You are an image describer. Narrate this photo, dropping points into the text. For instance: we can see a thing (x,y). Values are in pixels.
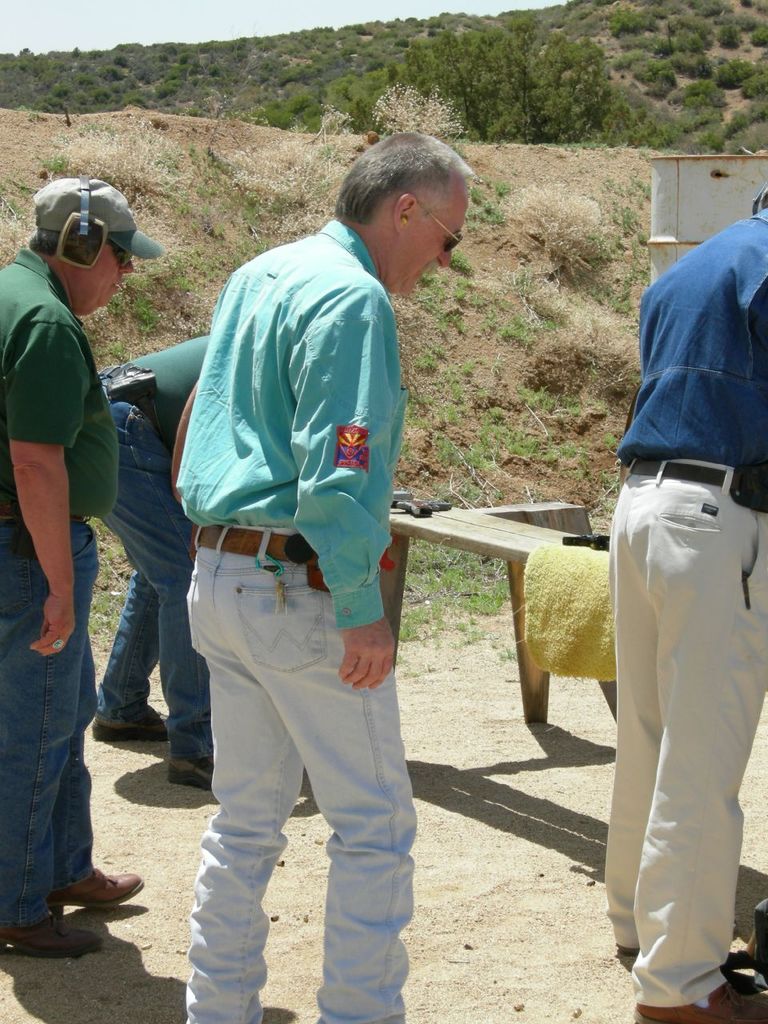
In this image, I can see four persons (276,631) standing. In front of the people (242,501), there is a wooden table (422,532) with objects (599,551) on it. In the background (225,163), I can see a hill (273,84) with trees (484,105) and plants (665,69) and there is the sky (100,29).
